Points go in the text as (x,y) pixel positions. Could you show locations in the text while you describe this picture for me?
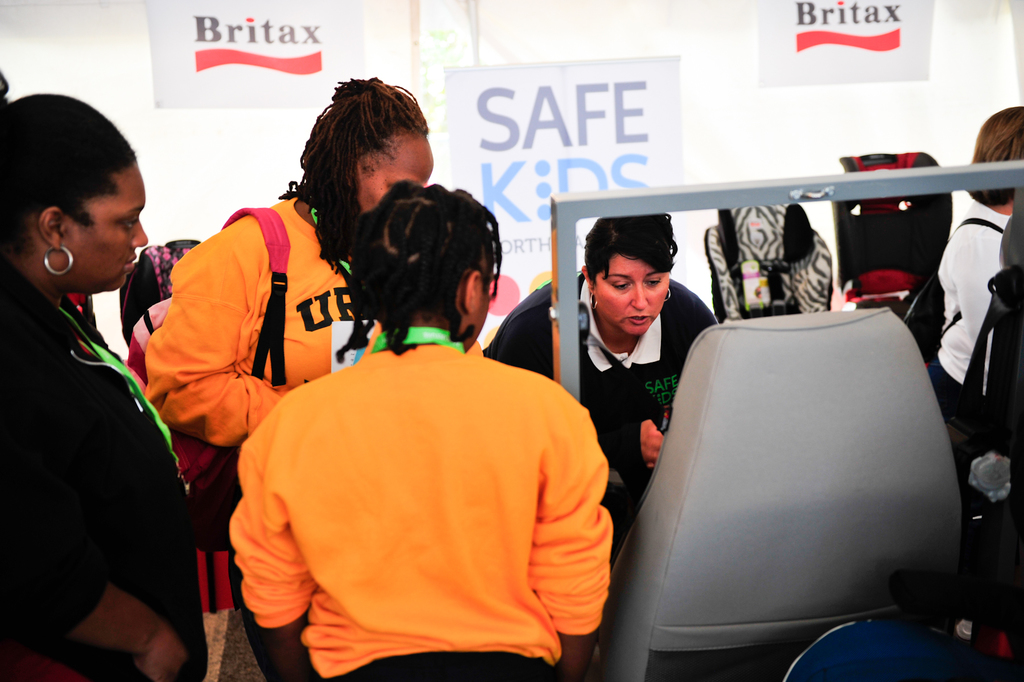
As we can see in the image there is a chair (676,511), few people (599,322) here and there and in the background (506,70) there are banners (359,0).
